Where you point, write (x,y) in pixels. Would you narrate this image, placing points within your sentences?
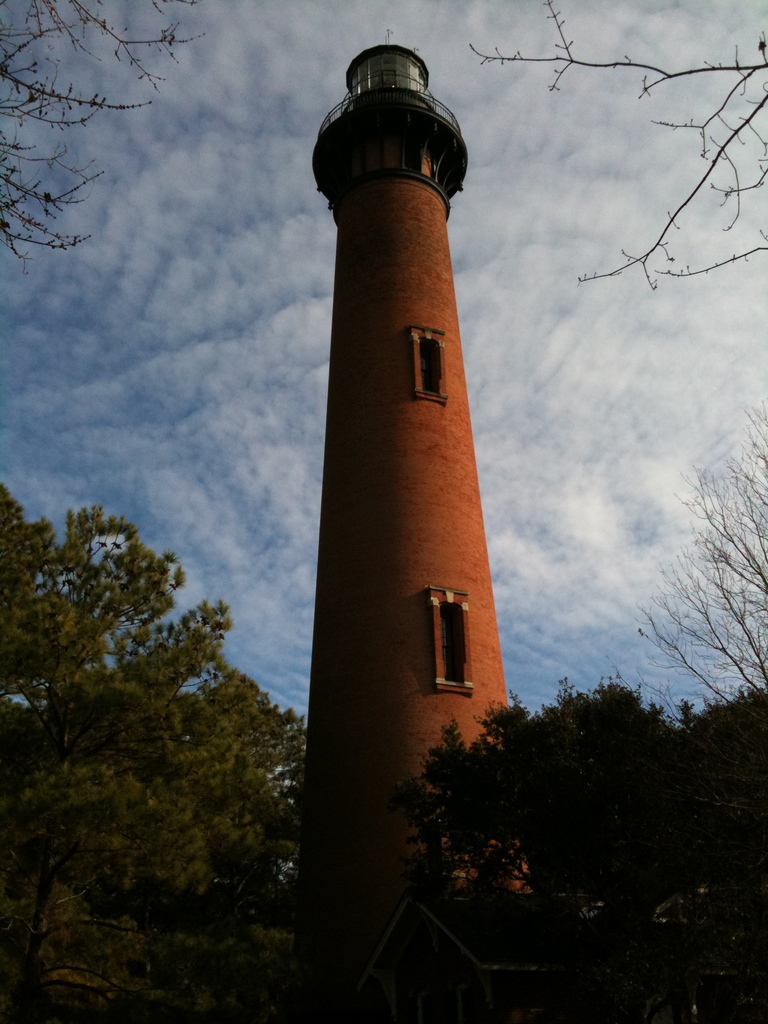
In this picture we can see a tower (454,472) in the middle (427,465), there are some trees (535,781) in the front (223,752), we can see the sky (516,29) at the top of the picture (495,43).
